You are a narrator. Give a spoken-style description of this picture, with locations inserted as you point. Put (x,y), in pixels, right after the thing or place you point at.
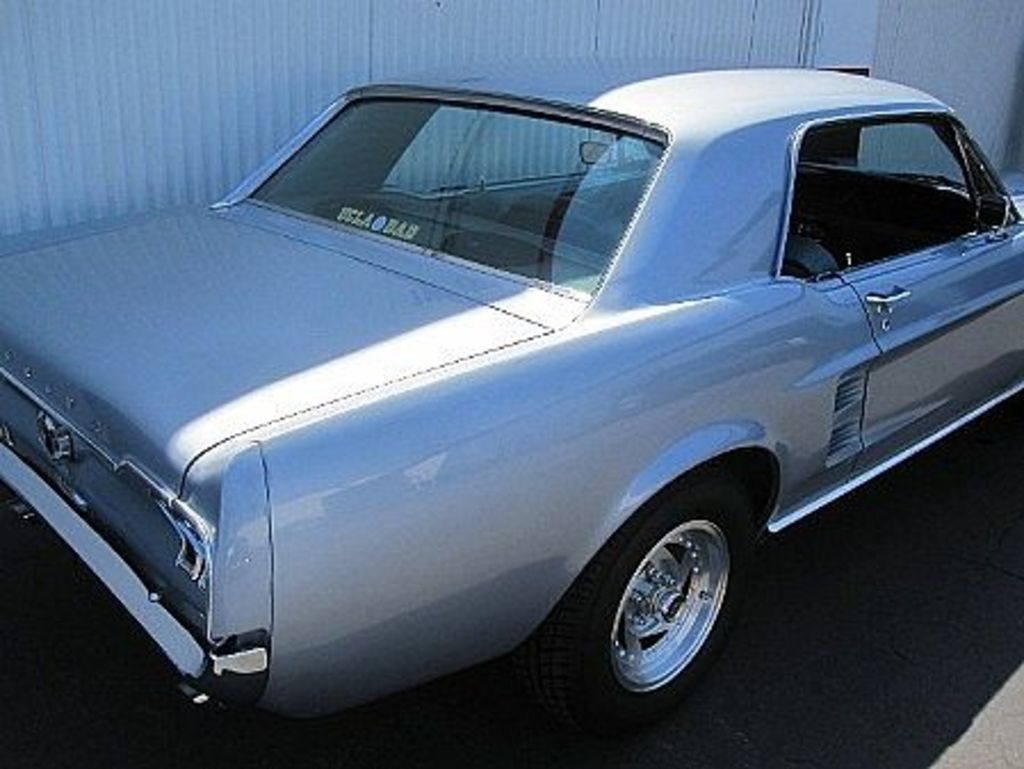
In this image there is a car (750,351) which is in the center (495,326). In the background (493,35) there is a wall (829,50).
